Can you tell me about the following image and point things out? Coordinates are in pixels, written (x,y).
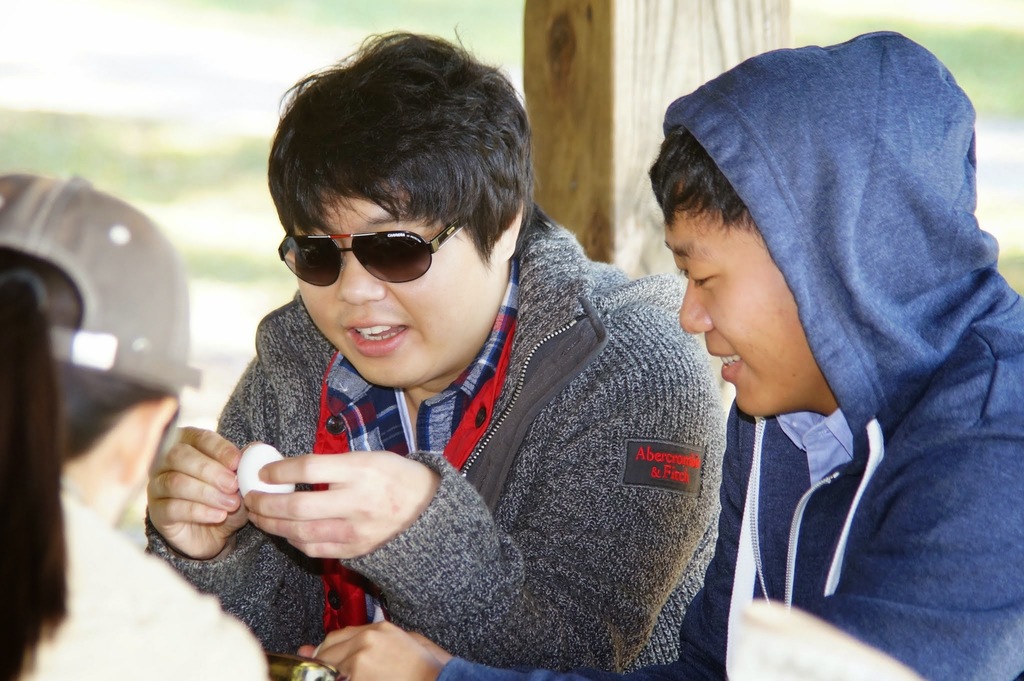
In this picture we can see there are three persons (442,598) and a man (323,564) is holding an egg (279,488). Behind the people (417,449) there is a wooden pole (591,118) and the blurred background (187,125).
